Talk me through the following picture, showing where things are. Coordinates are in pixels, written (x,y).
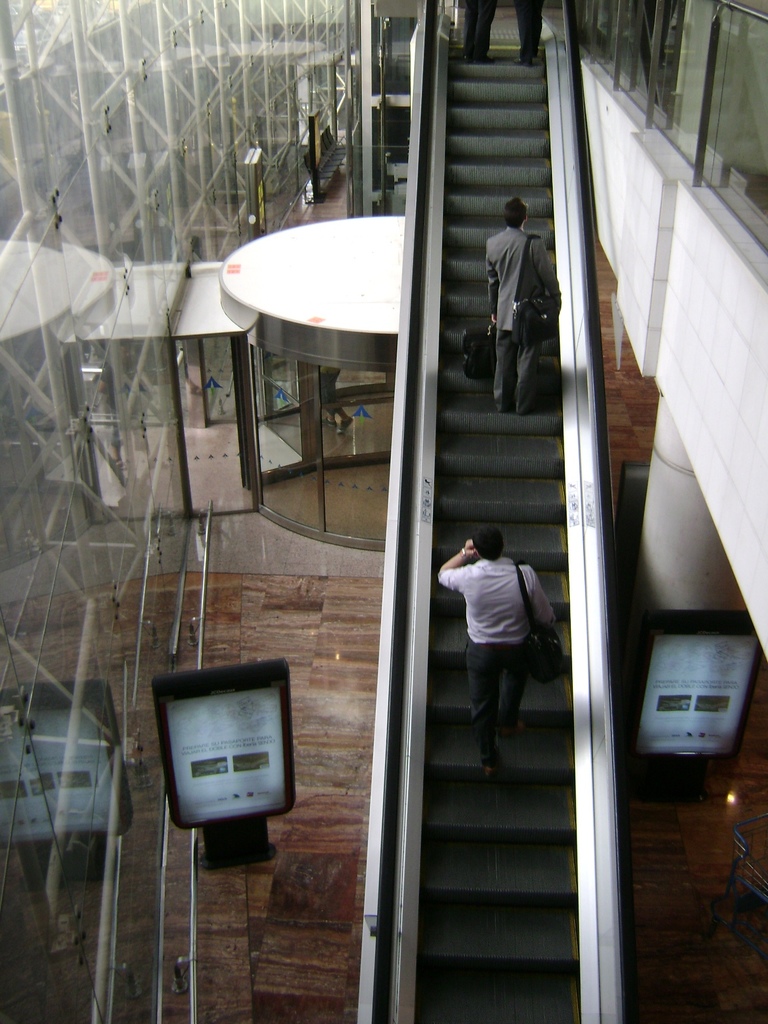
This image is taken indoors. At the bottom of the image (296,926) there is a floor (703,893) and an escalator (478,846). On the escalator (515,756) there are four men (530,406). In the background (734,128) there is a wall (683,398) with a pillar (711,608) and a glass railing (679,146). On the left side of the image (79,323) there is an architecture (214,240) and there is a board (180,785) with a text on it.
